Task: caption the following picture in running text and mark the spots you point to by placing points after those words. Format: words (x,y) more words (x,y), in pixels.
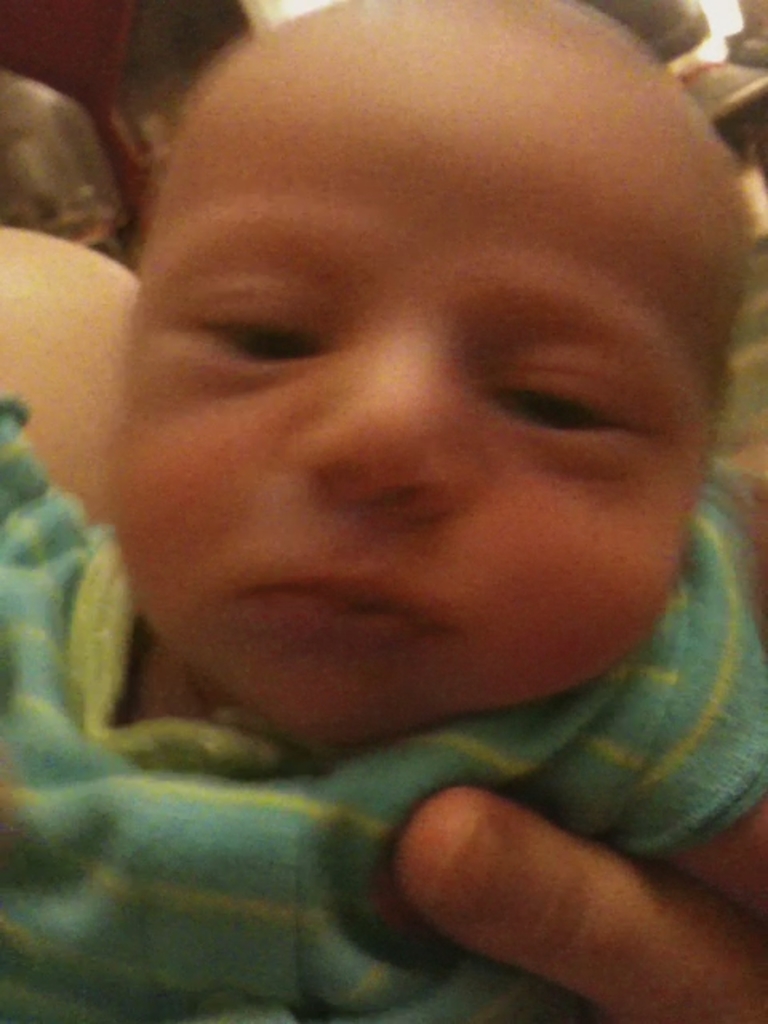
In the picture I can see a baby (303,701) wearing clothes (363,852). I can see the finger (740,908) of a person (700,948) on the bottom right side (644,882).
